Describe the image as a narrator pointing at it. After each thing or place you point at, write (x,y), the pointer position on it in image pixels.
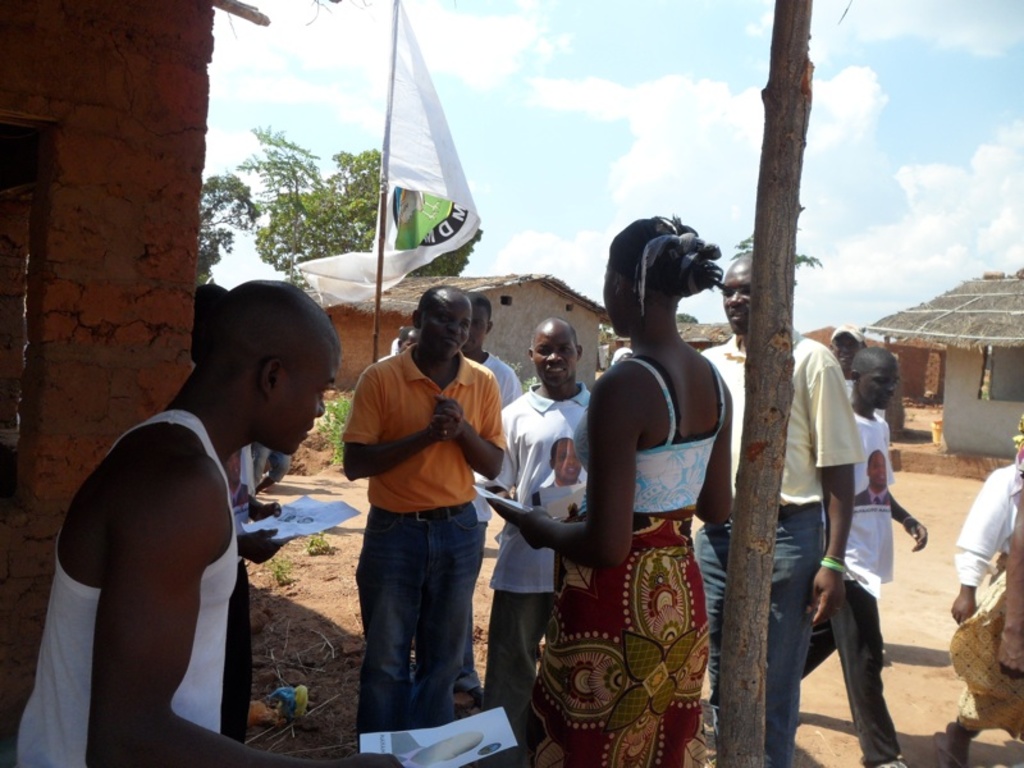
In this image I see number of people (678,249) and I see a flag (461,192) over here and I see the papers (426,742) in hands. In the background (970,496) I see the huts (954,385), a wooden pole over here and I see the ground (303,738), trees (441,259) and the sky (1001,250).
